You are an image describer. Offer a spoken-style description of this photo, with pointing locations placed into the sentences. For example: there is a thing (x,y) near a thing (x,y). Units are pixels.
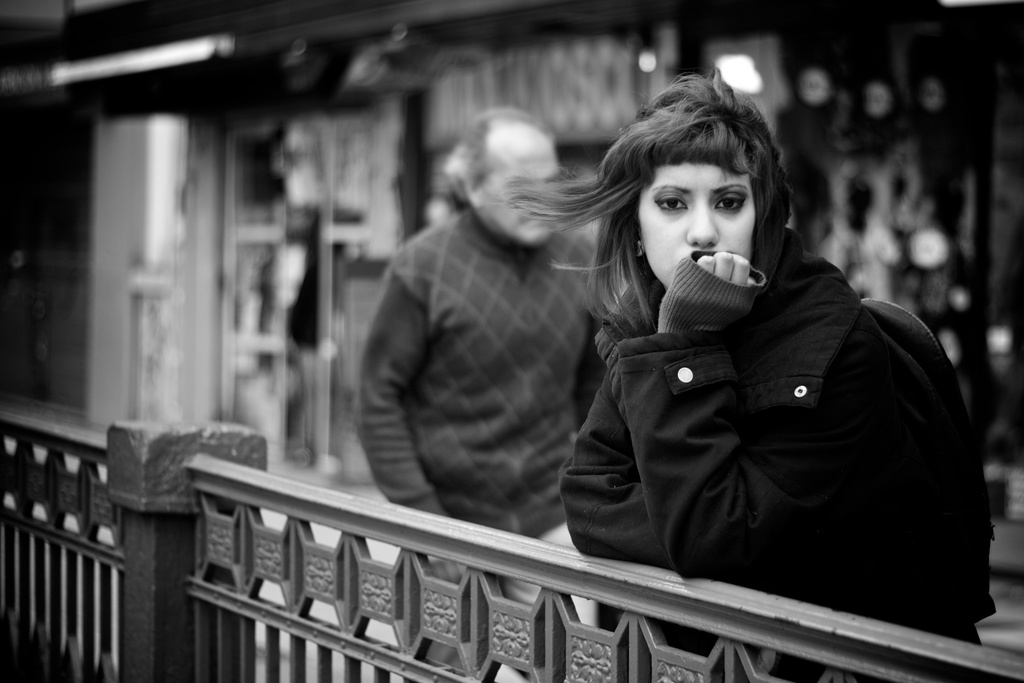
In this image I see this is a black and white image and I see a woman (709,348) over here who is standing and I see the background (787,61) which is blurred and I see a person (423,273) over here and I see the fencing (186,510).
